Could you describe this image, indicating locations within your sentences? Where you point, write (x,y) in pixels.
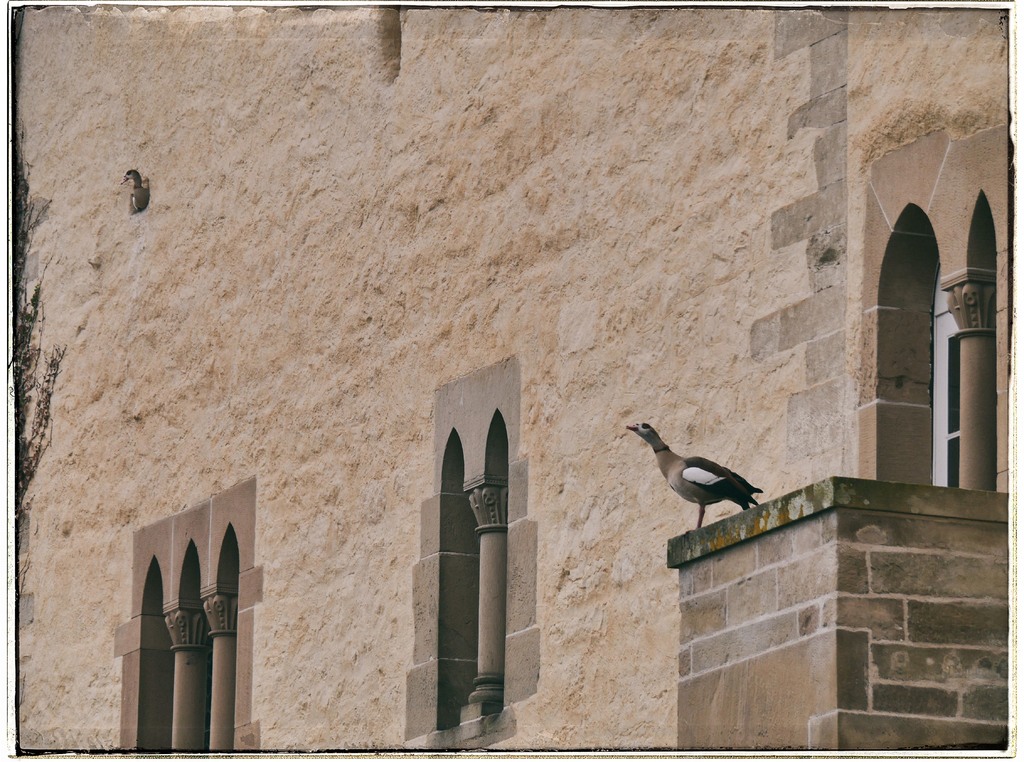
In this image, we can see a wall (602,298), pillars (486,604), glass window (938,412). Here we can see two birds (143,195).
